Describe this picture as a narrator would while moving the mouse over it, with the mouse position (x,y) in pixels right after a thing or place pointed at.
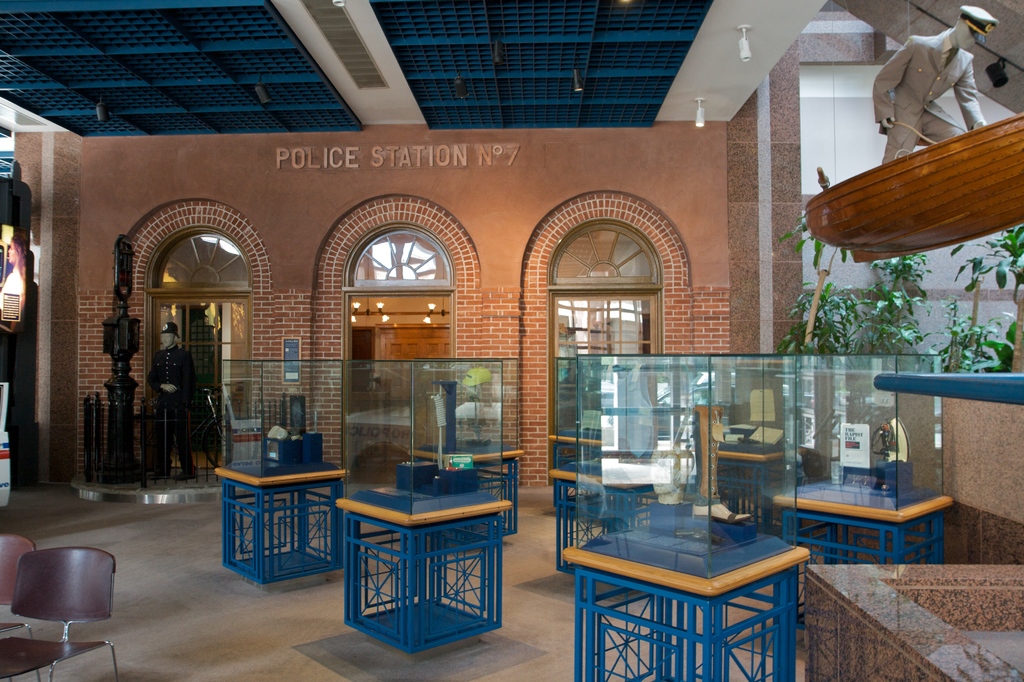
This picture is taken in a room (743,350). In the center (381,450), there are tables (599,616) with glasses (627,518) on it. In every glass (236,380) there is an object (704,507). Behind it there is a wall (289,263) with doors (576,318). Towards the left (120,407) there is a person (192,362) and a pole (115,374). At the bottom left (45,589) there are chairs (63,652). On the top right (905,134) there is a statue (959,8) in the boat (1008,175). In the background (833,262) there is a wall (807,265) with plants (1014,348).
